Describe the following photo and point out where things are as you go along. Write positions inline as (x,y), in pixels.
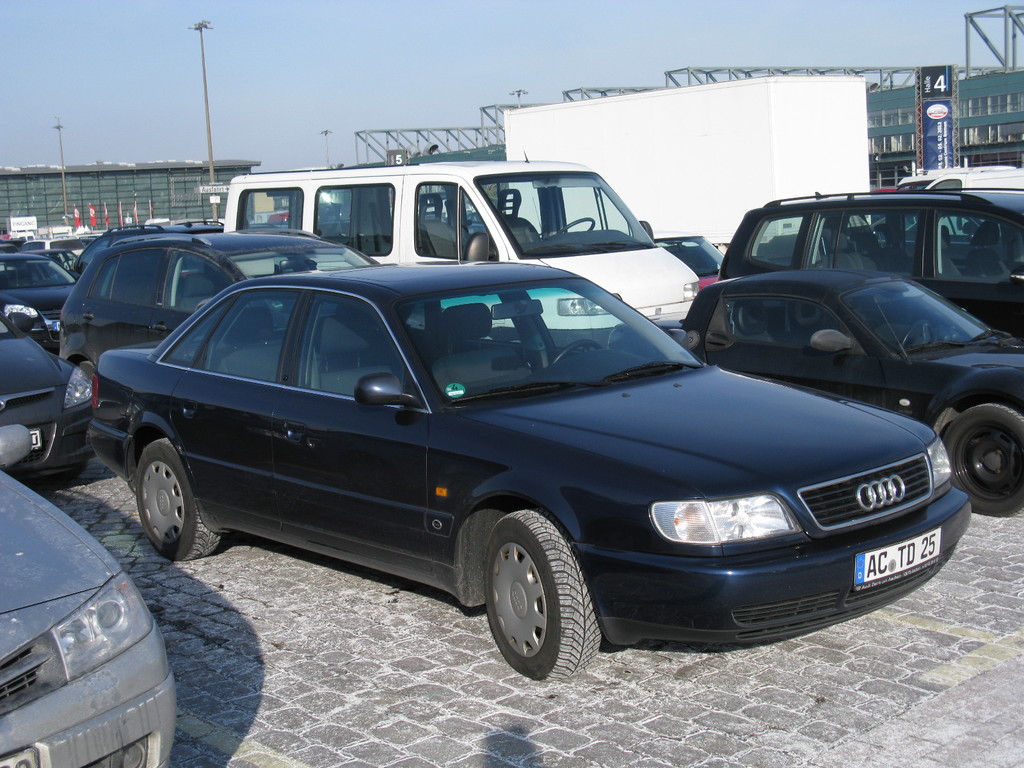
In this image there are a group of cars (470,504) and at the bottom (822,658) there is walkway (1009,601), and in the background (1005,86) there are some poles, buildings (388,134), boards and some other objects (659,185). At the top (444,89) there is sky (378,107).
